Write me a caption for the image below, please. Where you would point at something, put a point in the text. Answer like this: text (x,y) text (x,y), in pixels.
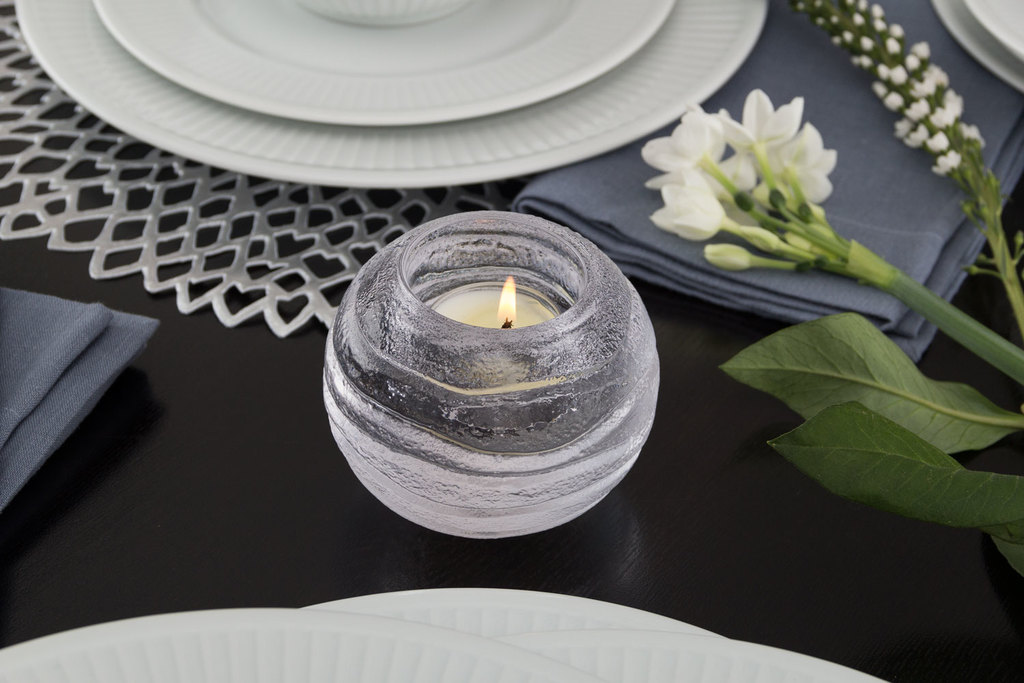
In this picture I can see a candle (492,340), flowers (808,191) to the stem (1010,347), some plates (543,153) and some cloth (848,226) placed on the table (84,573).
